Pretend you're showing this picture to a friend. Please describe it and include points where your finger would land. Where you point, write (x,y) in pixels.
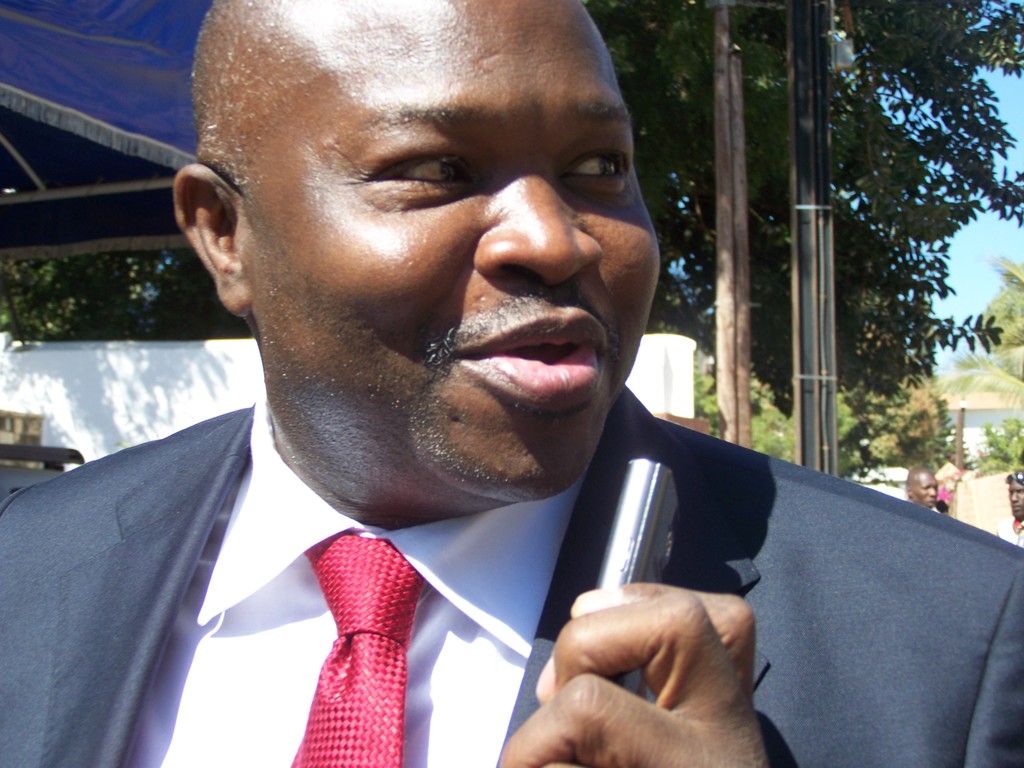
In this image, we can see a man (882,497) standing, he is holding an object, he is wearing a coat (128,547) and a tie (345,683), in the background (756,76), we can see some trees (770,166) and there is a white wall (173,407), on the right side (978,260) top we can see the sky (1002,161).
